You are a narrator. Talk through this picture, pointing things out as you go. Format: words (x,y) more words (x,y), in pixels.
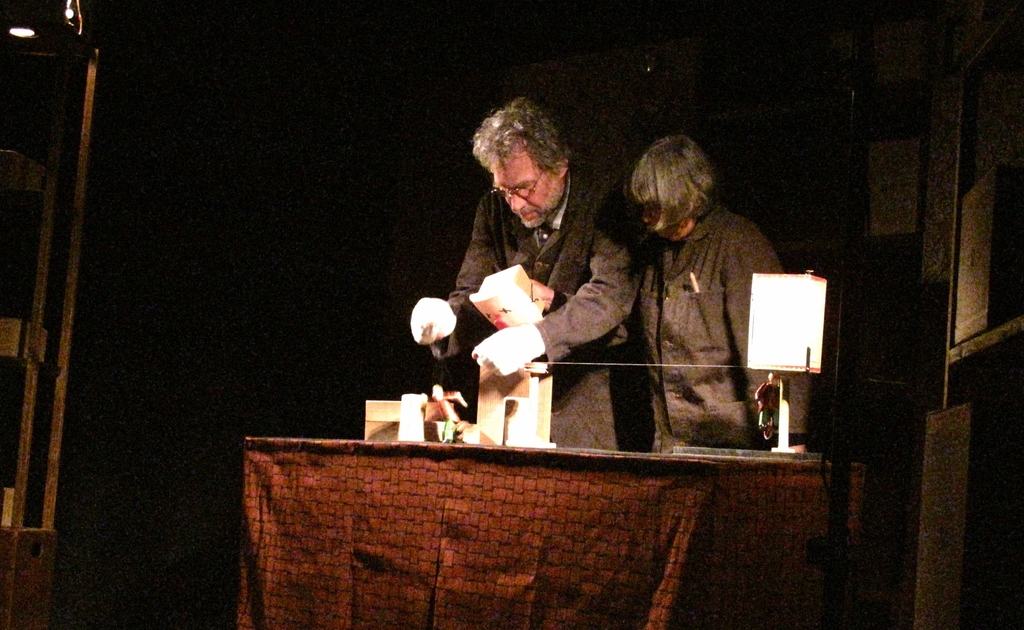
In this image I can see two persons (580,275) wearing black dress (654,299) are standing in front of a table (523,453) and on the table (608,471) I can see a lamp (795,280) and few other objects (483,388) and I can see the dark background (316,330).
